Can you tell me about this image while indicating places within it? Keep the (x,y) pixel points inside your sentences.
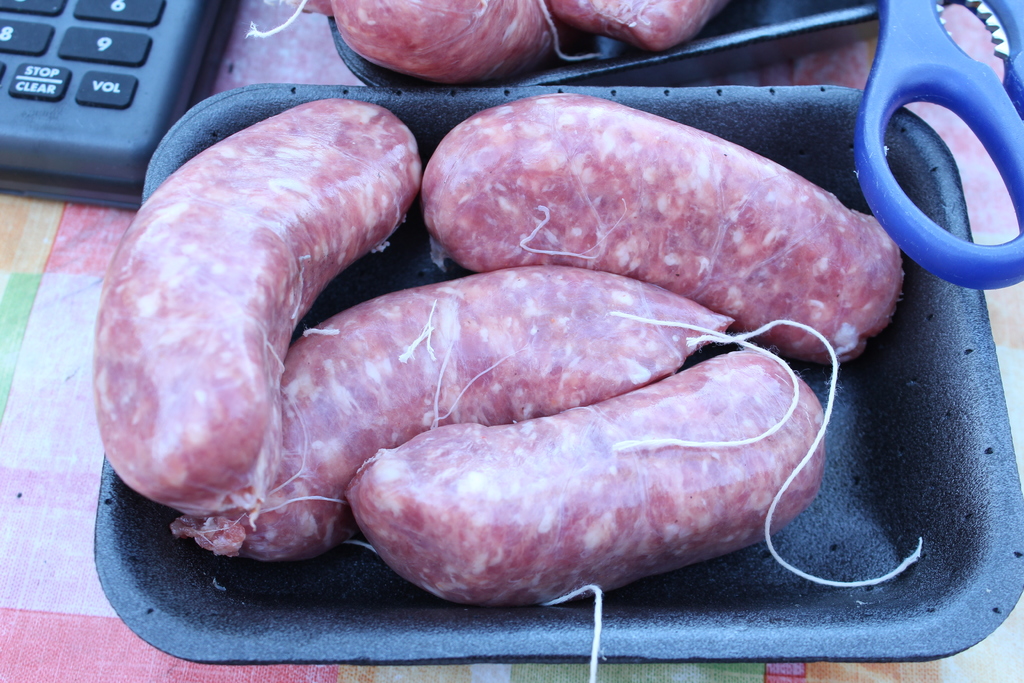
In this image I can see sausages (519,421) kept in two bowls (793,158) and a scissors (972,85) and a land phone (76,101).
